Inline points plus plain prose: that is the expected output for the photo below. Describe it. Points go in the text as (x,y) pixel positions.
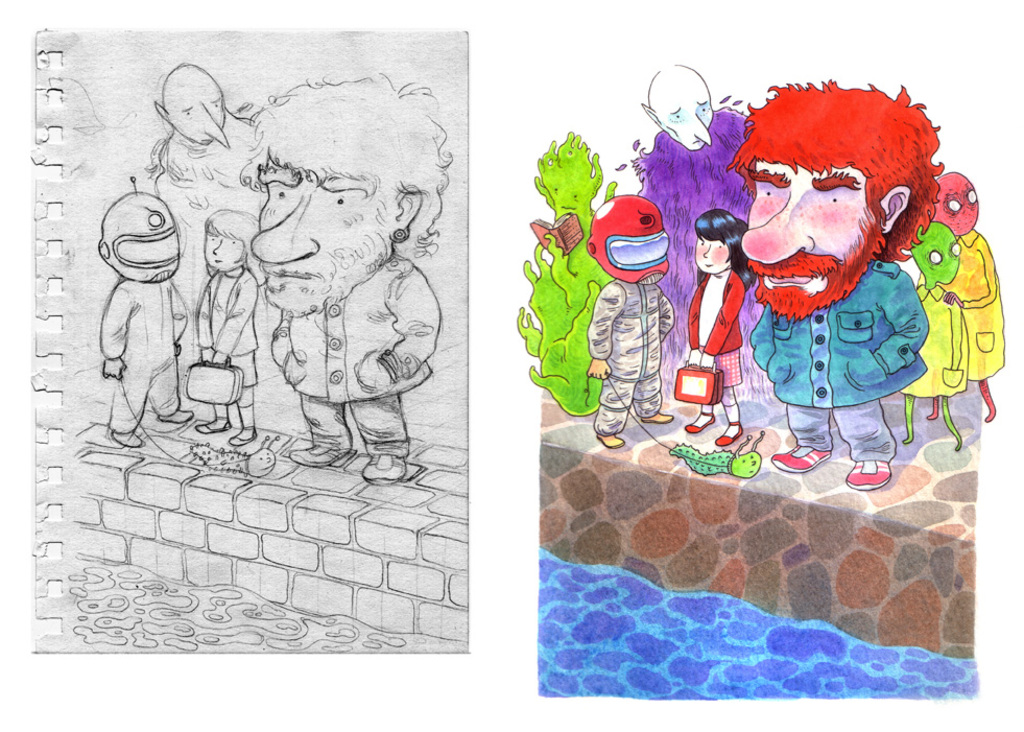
This picture shows a painting (831,644) and a drawing (408,595) on the paper (445,571). We see cartoons (310,318).
